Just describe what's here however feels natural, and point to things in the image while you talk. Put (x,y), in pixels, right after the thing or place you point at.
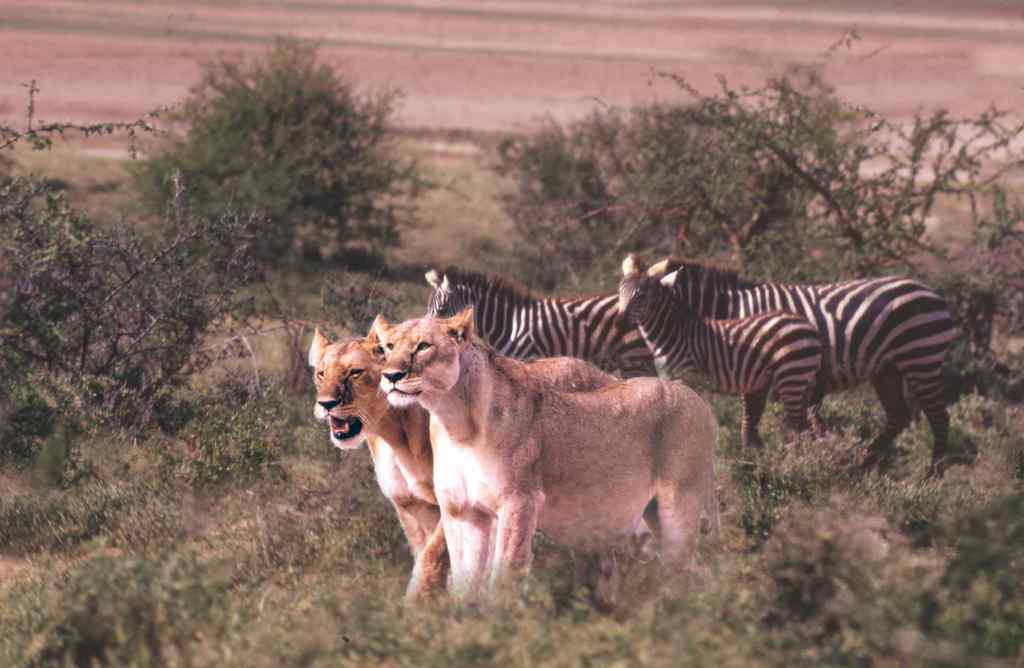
In the image we can see two lions (501,388) and three zebras (617,337). Here we can see grass (299,572), plants (609,252) and the image is slightly blurred.
